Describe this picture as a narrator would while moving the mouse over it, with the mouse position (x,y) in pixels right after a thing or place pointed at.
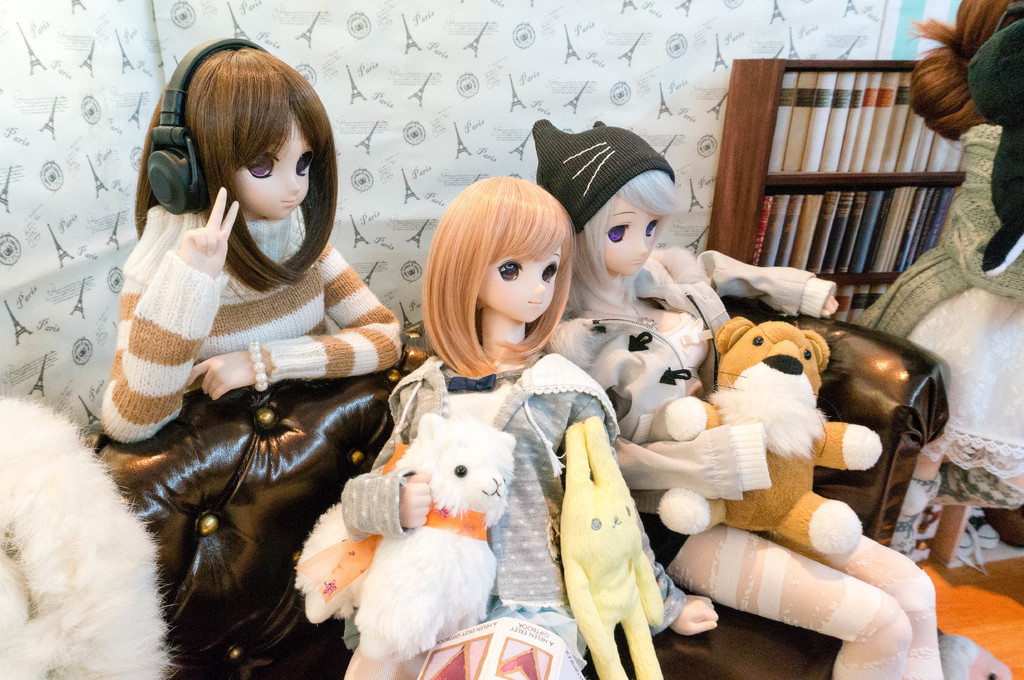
There are toys (589,425) present at the bottom of this image (536,483). We can see a wall (597,109) in the background (691,95).
